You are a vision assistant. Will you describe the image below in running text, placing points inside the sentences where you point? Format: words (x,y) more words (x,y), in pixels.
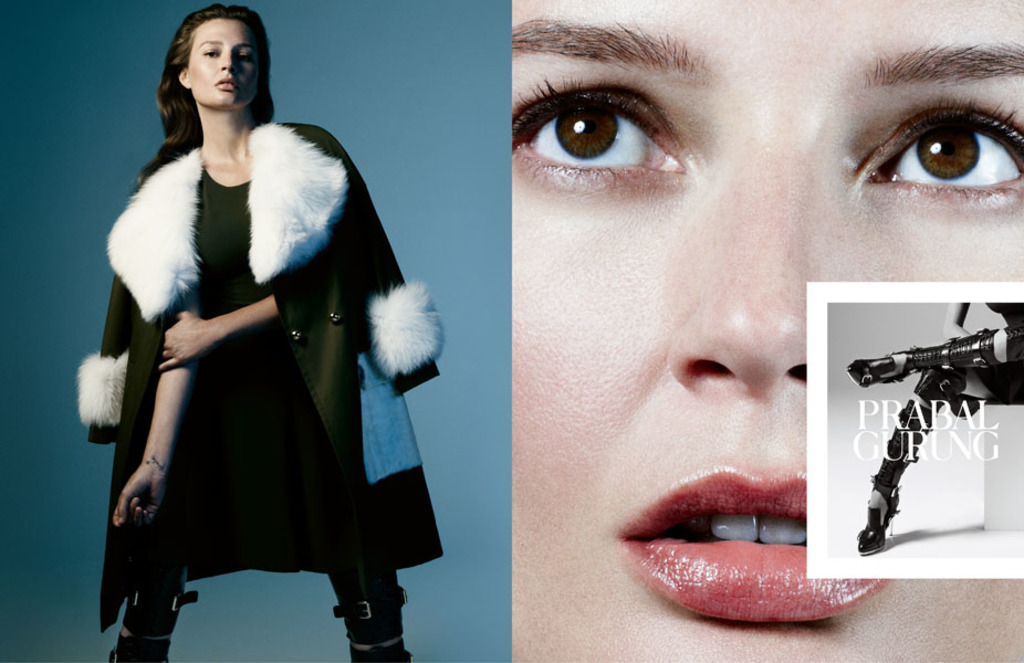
In this image, on the right side (708,281), we can see face (800,169) of a person (810,235), we can also see legs (995,347) and hand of a person (958,326). On the left side (301,350), we can see a woman (360,234) wearing a black color dress (229,553). In the background (251,616), we can see blue color.
